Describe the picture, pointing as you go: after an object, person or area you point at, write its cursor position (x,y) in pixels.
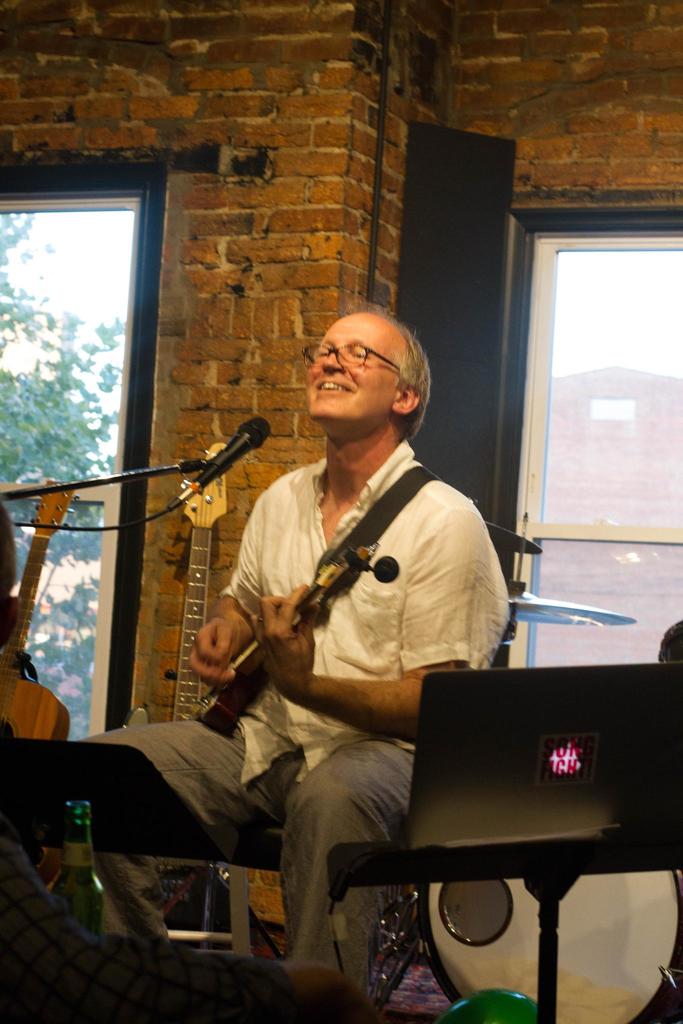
In this picture i could see a person (263,631) holding a guitar (204,704) in his hand (233,649) seems like singing a song. He is sitting in front of the mic (223,469). In the background (562,383) i could see a building (623,461) a brick wall (275,91) and trees (28,398).
